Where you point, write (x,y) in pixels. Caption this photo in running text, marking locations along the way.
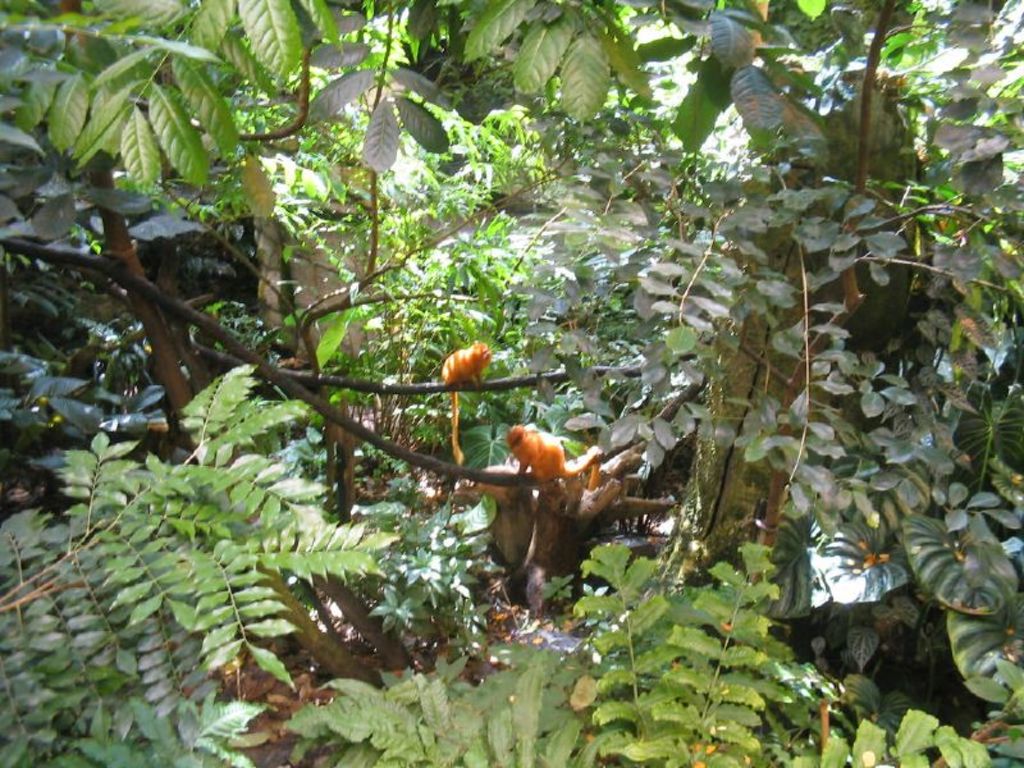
In this image we can see two monkeys (523,434) which are sitting on the tree (550,515) and at the background of the image (540,196) there are some leaves (374,140) and stones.
